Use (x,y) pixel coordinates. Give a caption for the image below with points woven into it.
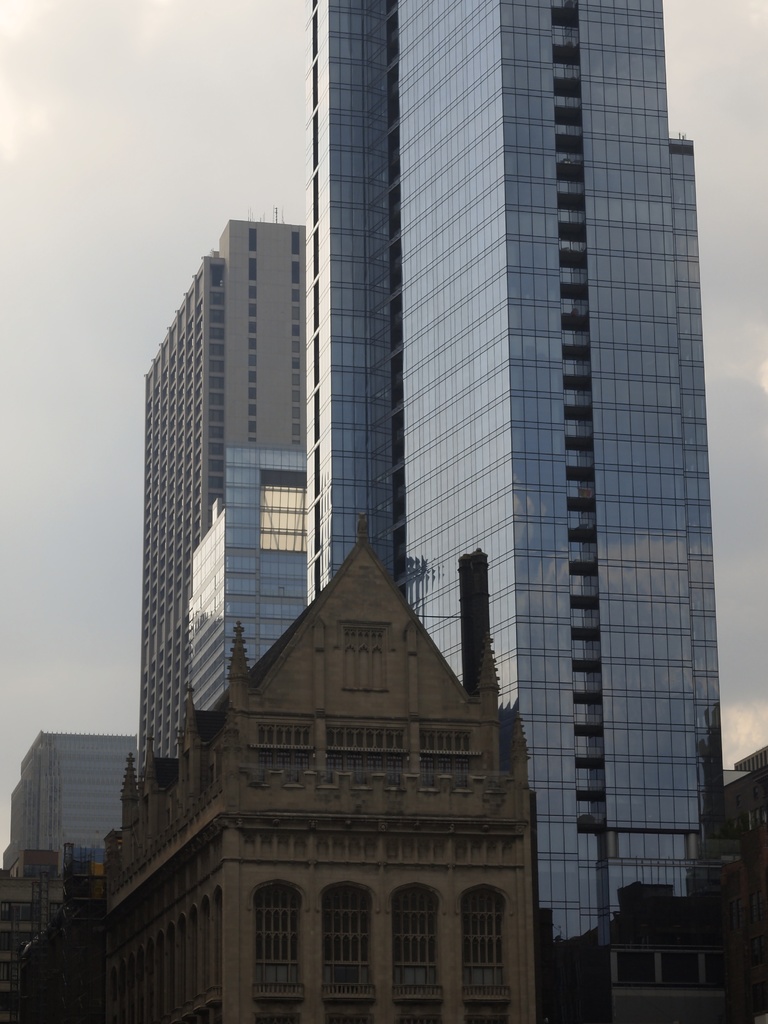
In this picture we can see few buildings (296,602).
